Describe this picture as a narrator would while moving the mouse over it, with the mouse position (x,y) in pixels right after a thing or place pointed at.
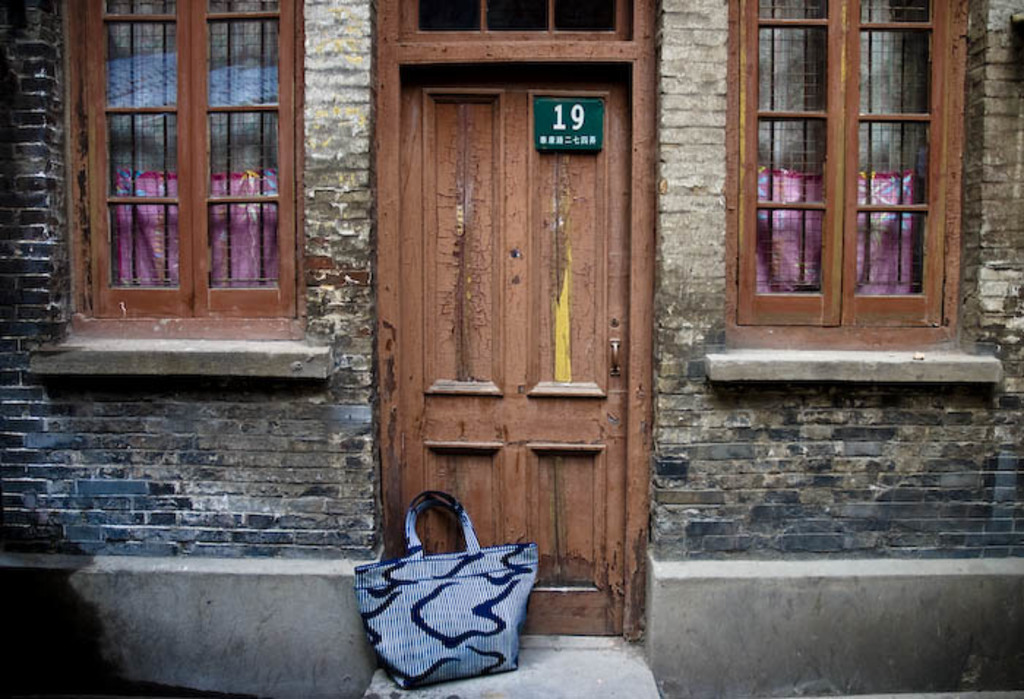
In this image we can see a bag building door (383,323) and windows (161,188).
